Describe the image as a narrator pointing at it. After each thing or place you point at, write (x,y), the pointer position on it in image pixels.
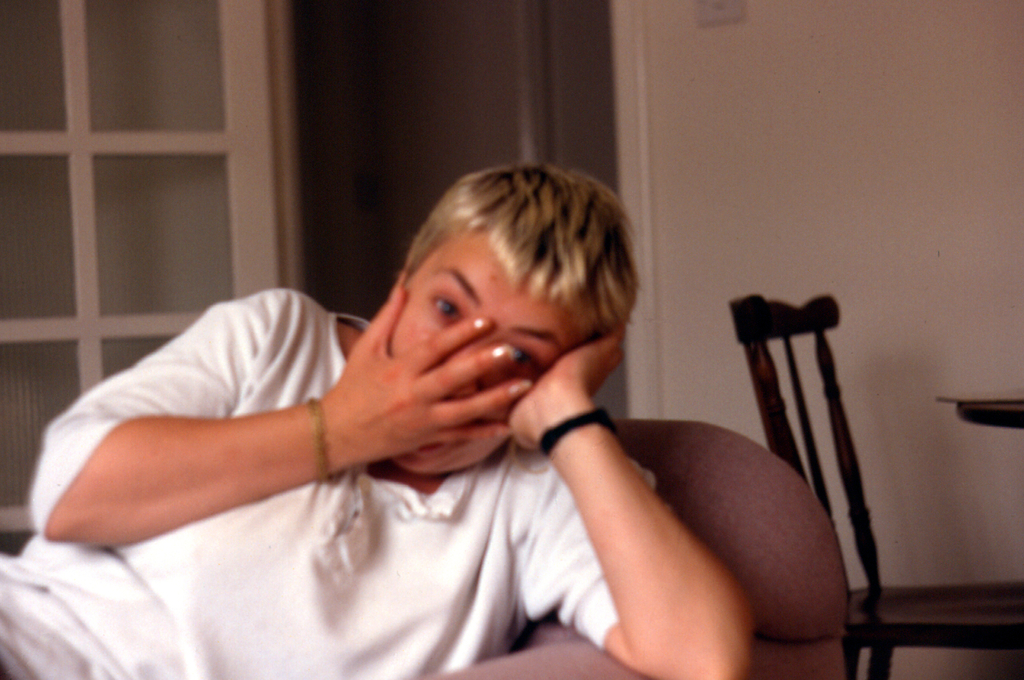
There is a person (319,454) sitting on a chair (790,556). In the background (144,217) we can see a door (13,142), wall (756,12), chair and an object (977,404) on a table (1002,401).
